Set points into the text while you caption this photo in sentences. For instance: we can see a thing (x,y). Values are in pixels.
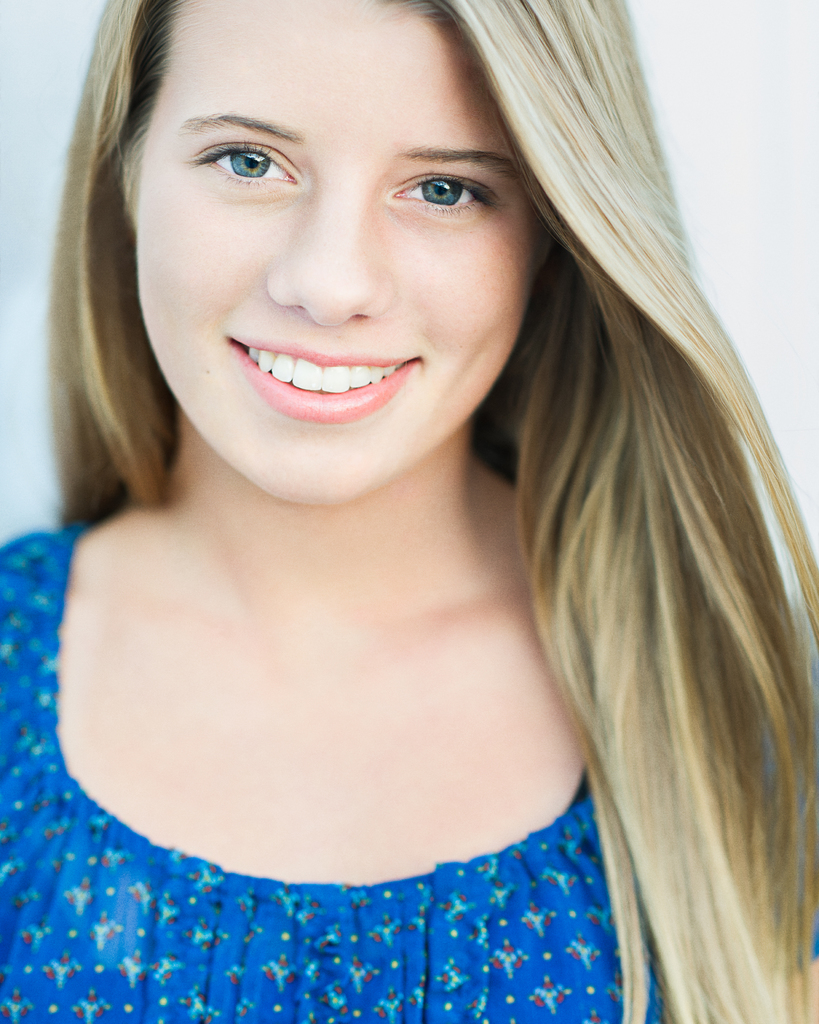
In the center of the image (296,366) we can see one woman (413,724) smiling, which we can see on her face (313,500). And we can see she is in a blue color top (322,886).
